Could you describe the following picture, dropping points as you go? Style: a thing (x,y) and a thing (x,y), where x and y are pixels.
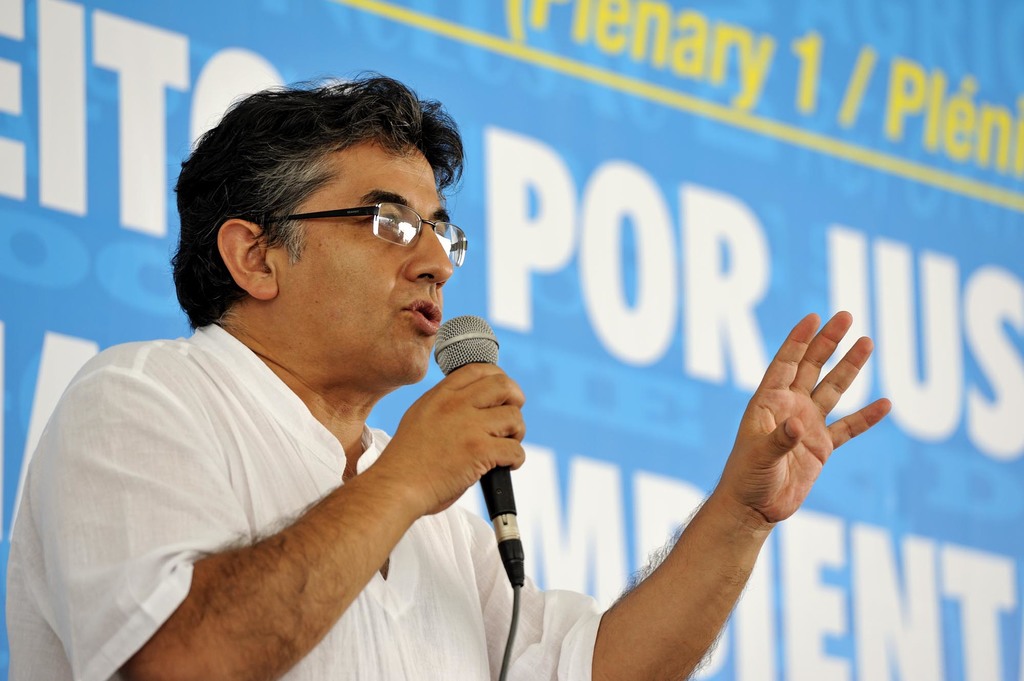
In the picture we can see a man (354,520) standing and talking in the microphone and he is with white shirt (38,521) and behind him we can see a banner (1013,670) which is blue in color with something written on it.
